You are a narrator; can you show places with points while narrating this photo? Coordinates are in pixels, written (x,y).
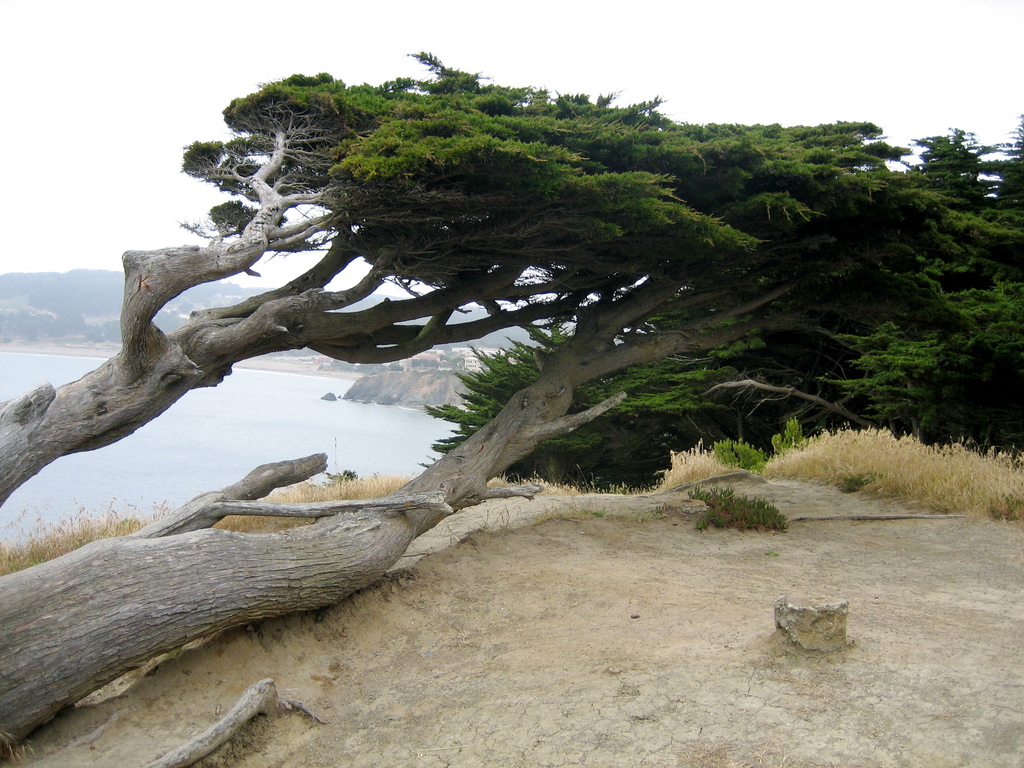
In this image I can see a tree (745,291) grows horizontally, a rock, some grass (972,486) and other trees (943,270). I can see some buildings (475,357), sea (270,403), and mountains (70,330) behind the tree (222,590). At the top of the image (93,23) I can see the sky (465,4).
